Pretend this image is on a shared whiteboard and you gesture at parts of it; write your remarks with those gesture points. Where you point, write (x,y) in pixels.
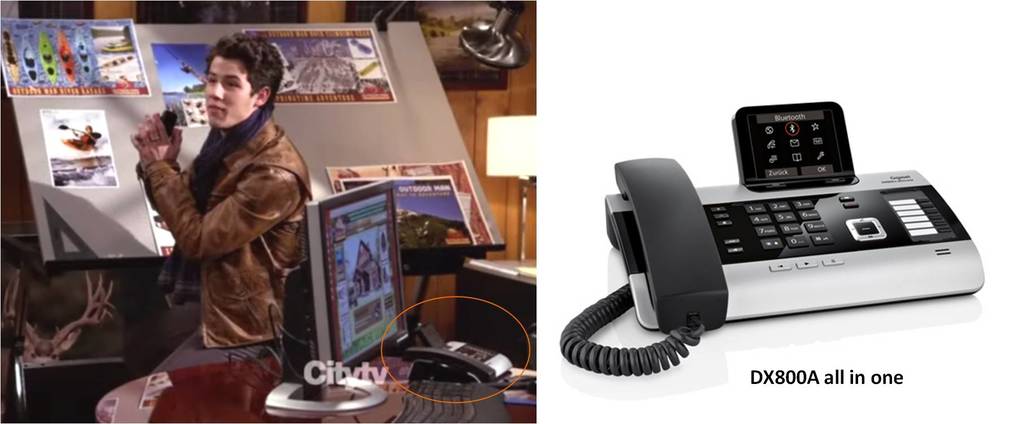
In the picture we can see two images in the first image we can see a man (227,69) standing near the board (133,147) on it, we can see some magazines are pasted and behind the man (210,72) we can see a desk (205,375) with monitor (364,331), keyboard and telephone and in the second image we can see a telephone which is black and gray in color.
